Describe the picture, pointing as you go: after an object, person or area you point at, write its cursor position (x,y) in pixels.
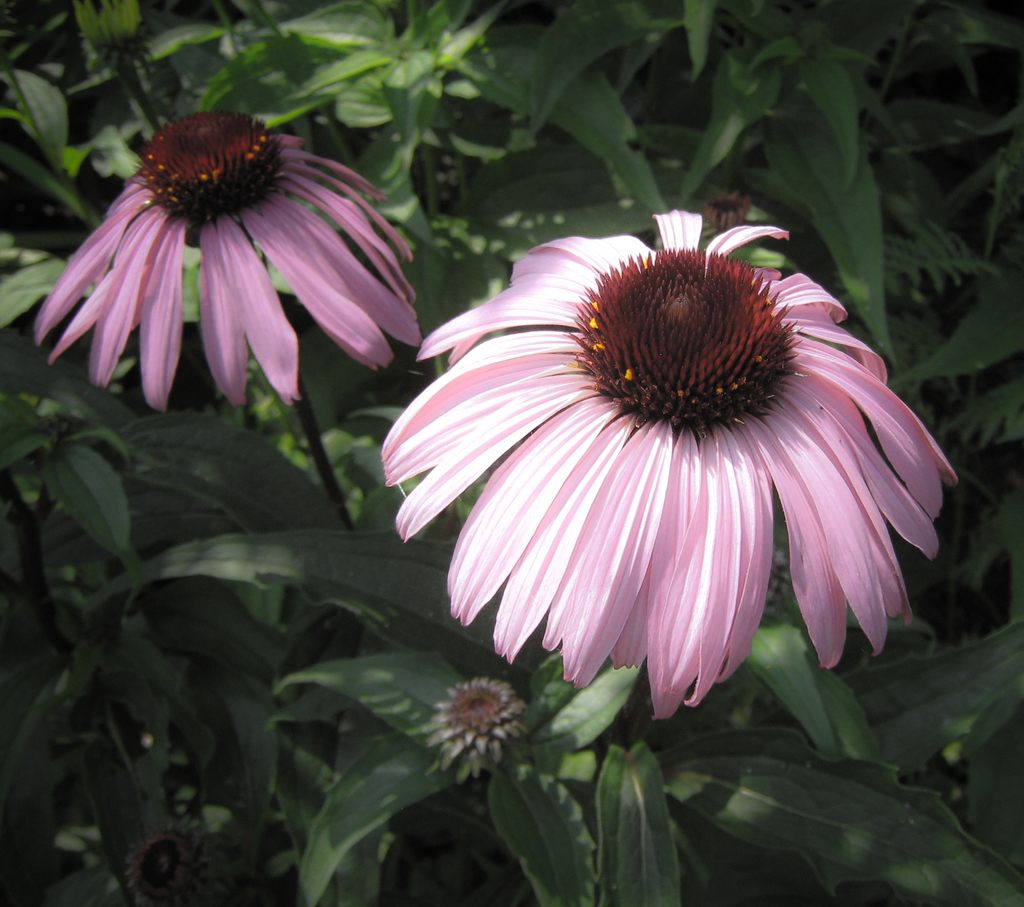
In this image I can see two flowers (655,444), they are in pink color. Background (28,171) I can see plants (40,126) in green color.
